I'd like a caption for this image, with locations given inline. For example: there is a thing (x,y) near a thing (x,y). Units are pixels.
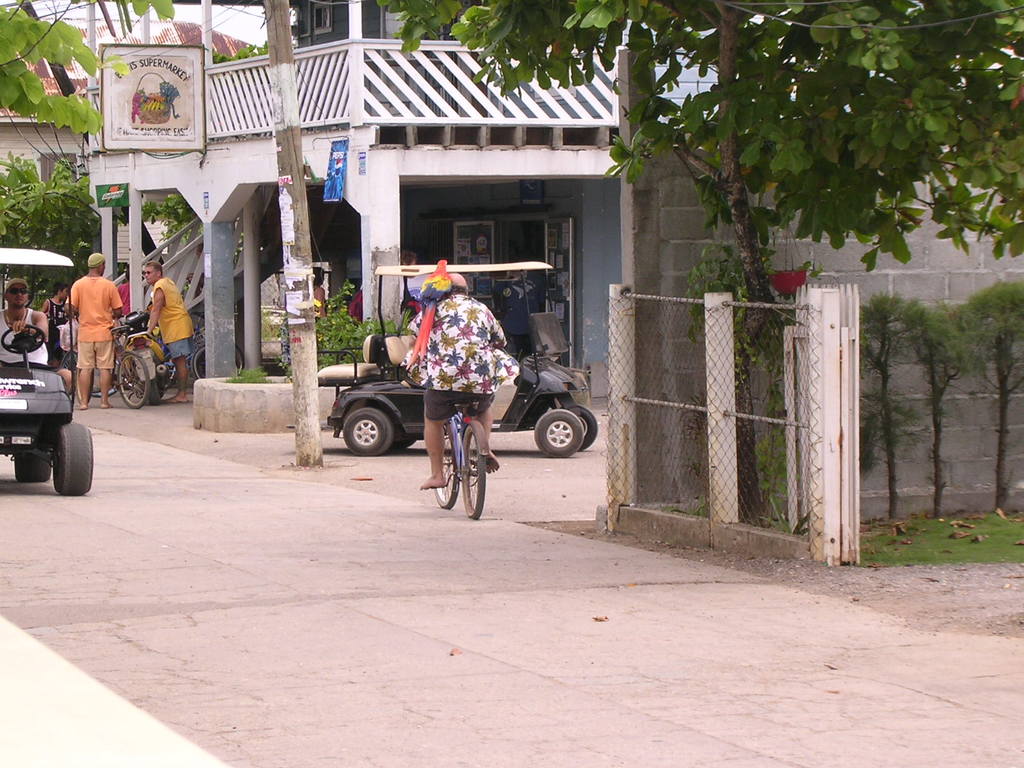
This image is clicked on a street (19,504), there are two golf vehicles (55,380) going on the road (44,541) on either sides and a person (487,360) riding bicycle (468,459) in the middle (454,305), in the front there is a building (313,112) with plants (49,215) beside it and on the right side (778,116) there is a plant (965,28) inside a fence (825,498) on grassland (917,555).
